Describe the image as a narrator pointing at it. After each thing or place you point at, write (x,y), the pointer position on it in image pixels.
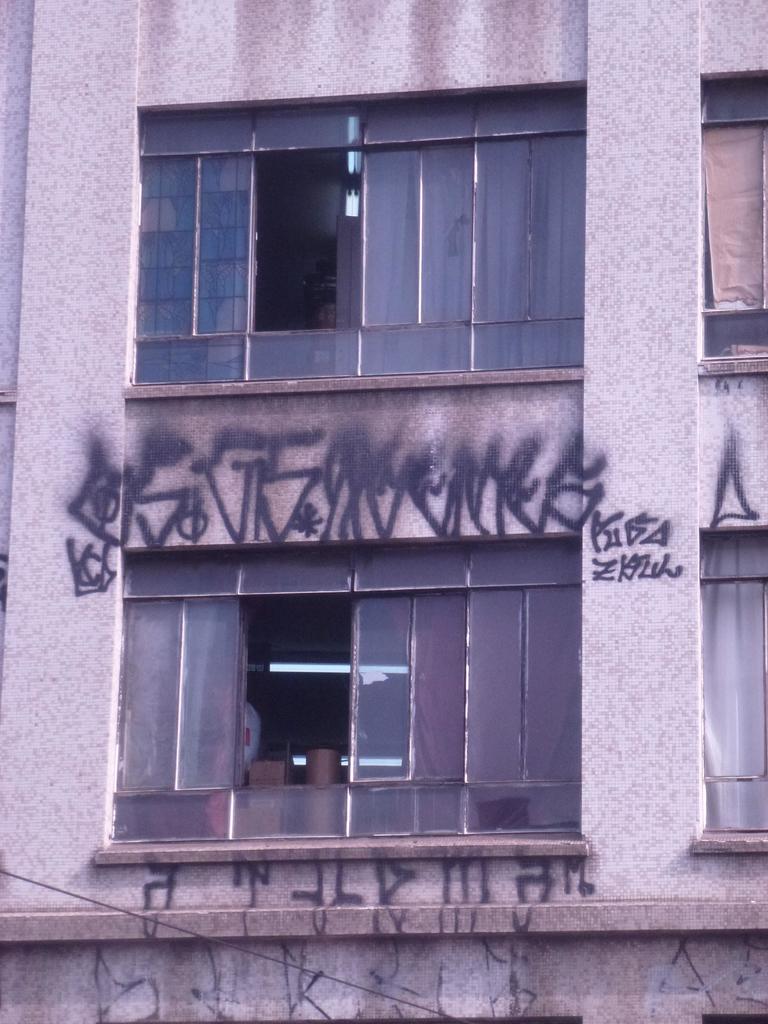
In this image I can see the building (312,374) with windows (305,748). I can see something is written on the building (50,848).
